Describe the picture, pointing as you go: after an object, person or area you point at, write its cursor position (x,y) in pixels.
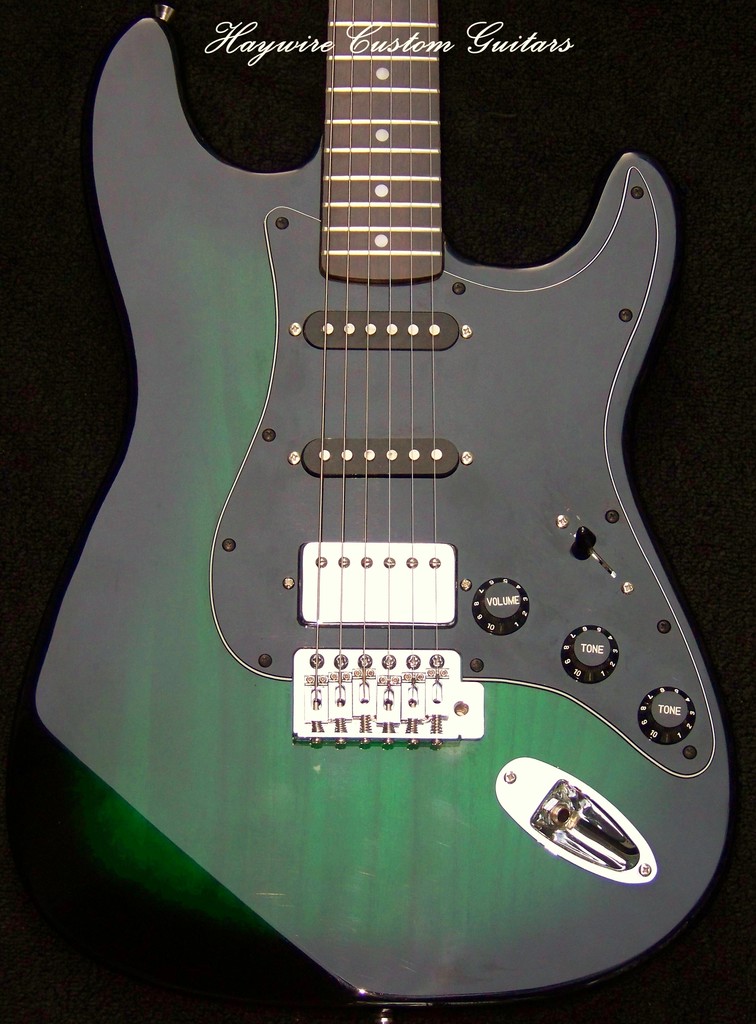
In the image there is a green color guitar (406,601).
